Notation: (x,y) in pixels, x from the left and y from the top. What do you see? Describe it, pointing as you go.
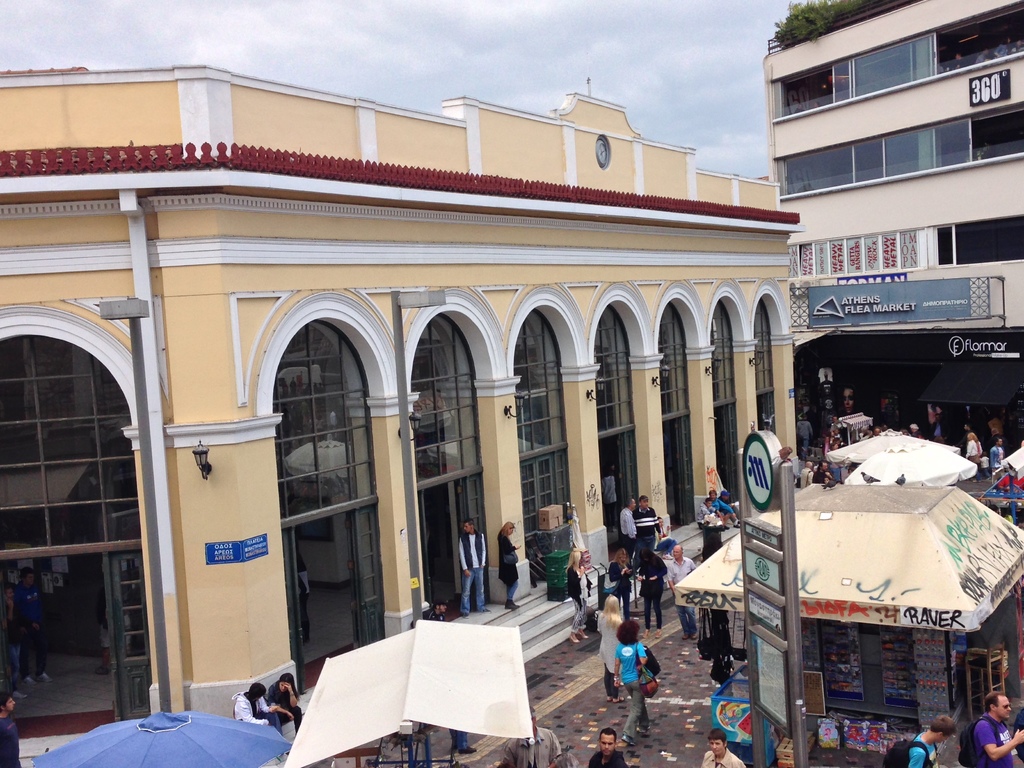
In this image there are people (917,749) walking on a pavement (651,759) and few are sitting near a building (492,597), in the middle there are stalls (921,462), in the background (672,499) there are buildings (676,250) and the sky (555,51).
